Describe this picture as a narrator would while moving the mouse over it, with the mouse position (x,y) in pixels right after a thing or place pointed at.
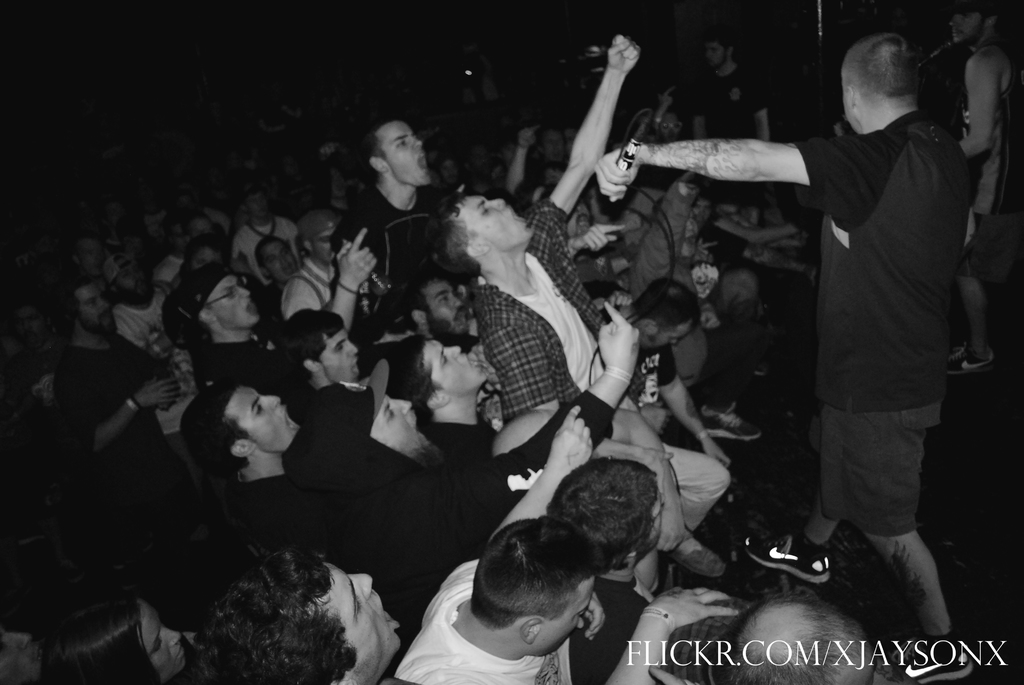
This is a black and white image. Here I can see a crowd of people (261,570). On the right side (881,207) I can see a man (864,224) standing and holding a mike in hand (617,173). It seems like these people (540,608) are shouting. On the right bottom of the image (790,659) I can see some text (973,652).
